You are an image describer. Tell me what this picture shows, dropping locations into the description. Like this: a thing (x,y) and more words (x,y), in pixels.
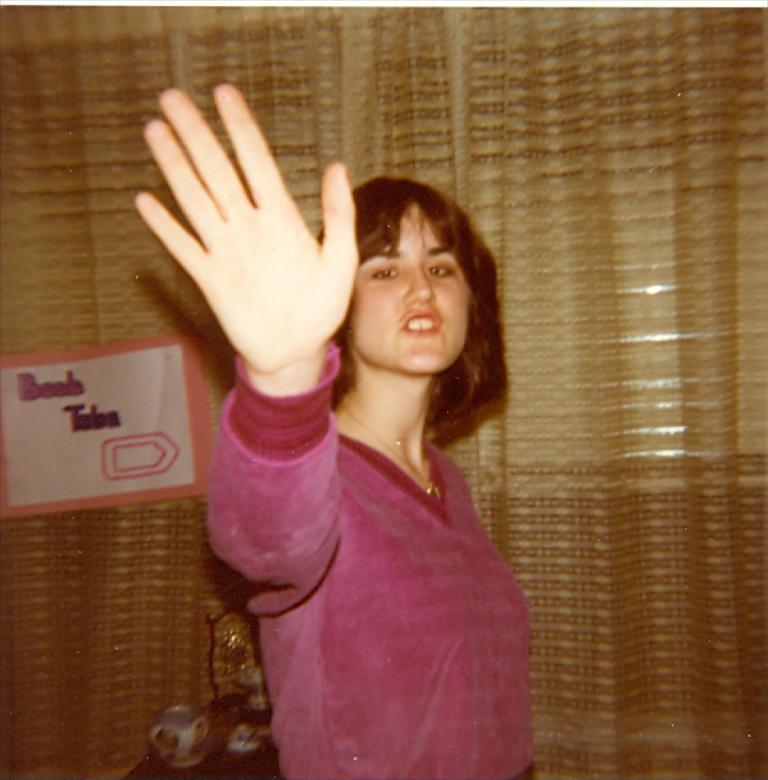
In this image I can see the person (315,446) standing and wearing the pink color dress (330,654). To the left (191,754) I can see the cups (178,746) on the table (228,730). In the background (94,324) I can see the paper (33,397) to the brown color curtain (305,167).
